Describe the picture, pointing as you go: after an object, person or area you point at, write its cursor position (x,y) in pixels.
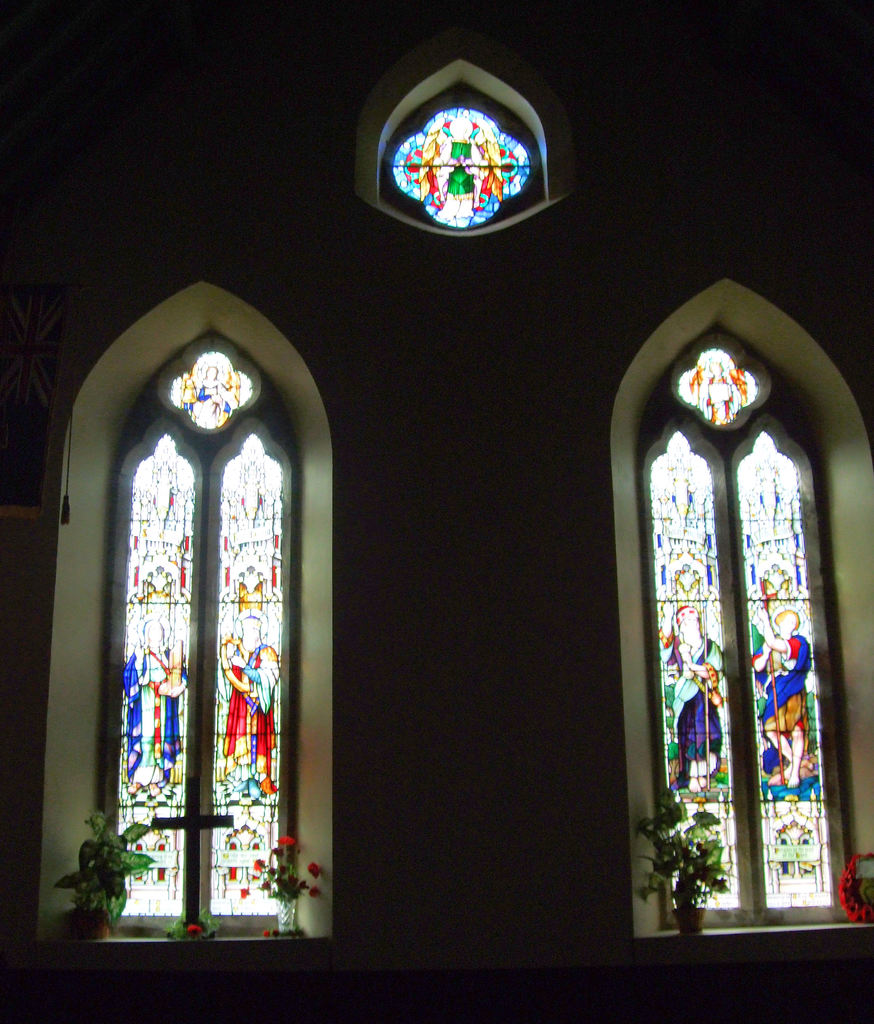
In this picture I can observe stained glasses (233,633). In the middle of the picture (376,527) I can observe wall (406,566). On either sides of the picture I can observe plants (686,866) in the plant pots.
